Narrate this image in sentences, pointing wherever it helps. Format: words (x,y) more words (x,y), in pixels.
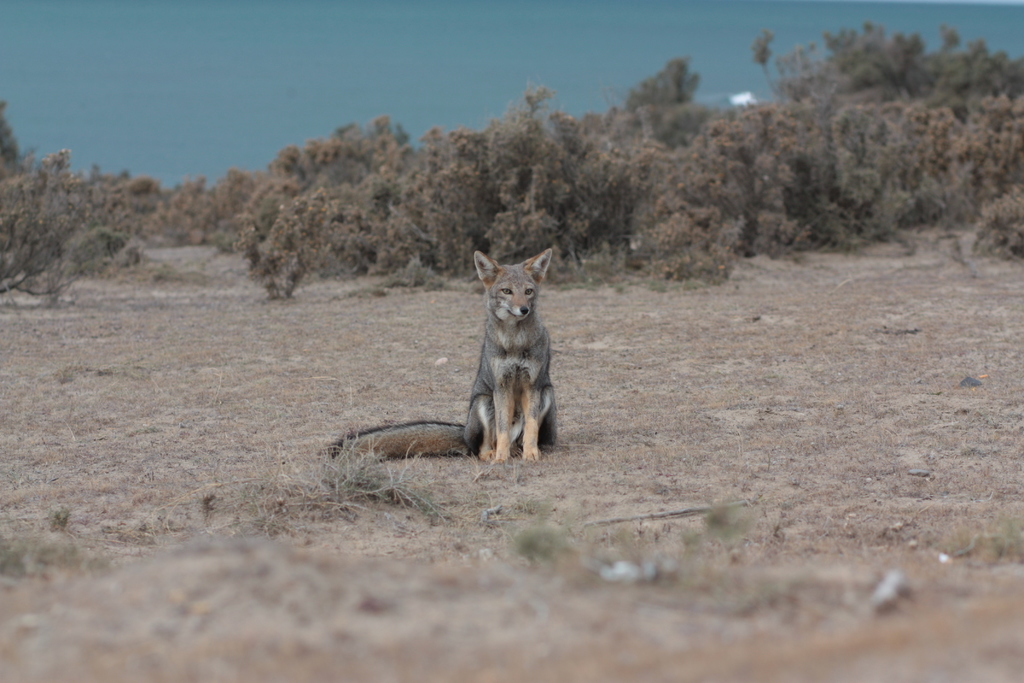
Here we can see an animal (460,430) is sitting on the ground (344,432). In the background (415,227) there are plants (517,240), trees (515,255) and sky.
